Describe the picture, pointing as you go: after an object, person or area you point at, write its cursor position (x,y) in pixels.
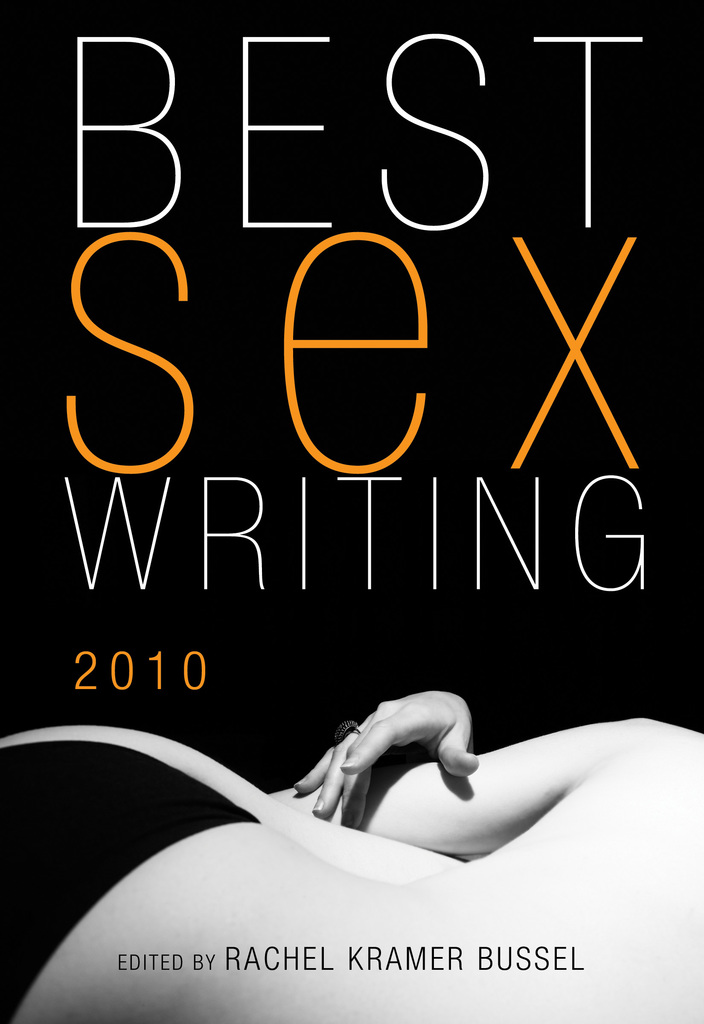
In the picture we can see a book (426,841) with a name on it as "Best sex writing 2010".
